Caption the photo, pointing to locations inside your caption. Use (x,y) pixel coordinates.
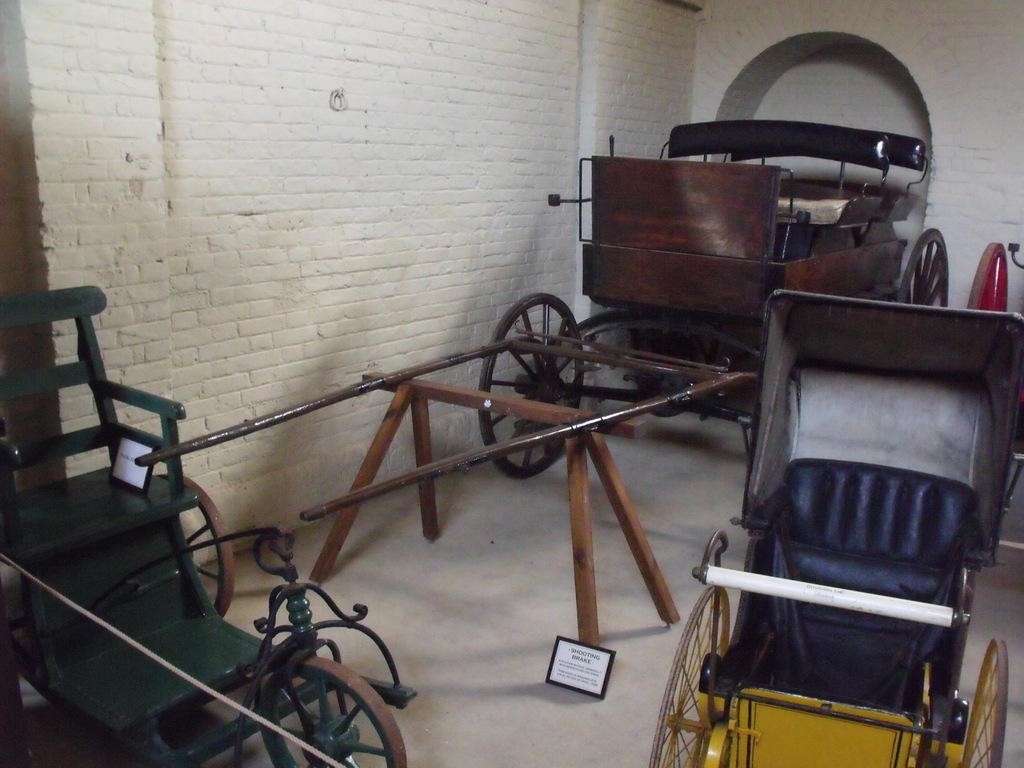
In the foreground of this image (162,530), it seems like there are three cart vehicles (96,648) on the floor (520,678) and also there are two boards (121,450). In the background (529,57), there is a wall (948,115) and an arch (878,47).
